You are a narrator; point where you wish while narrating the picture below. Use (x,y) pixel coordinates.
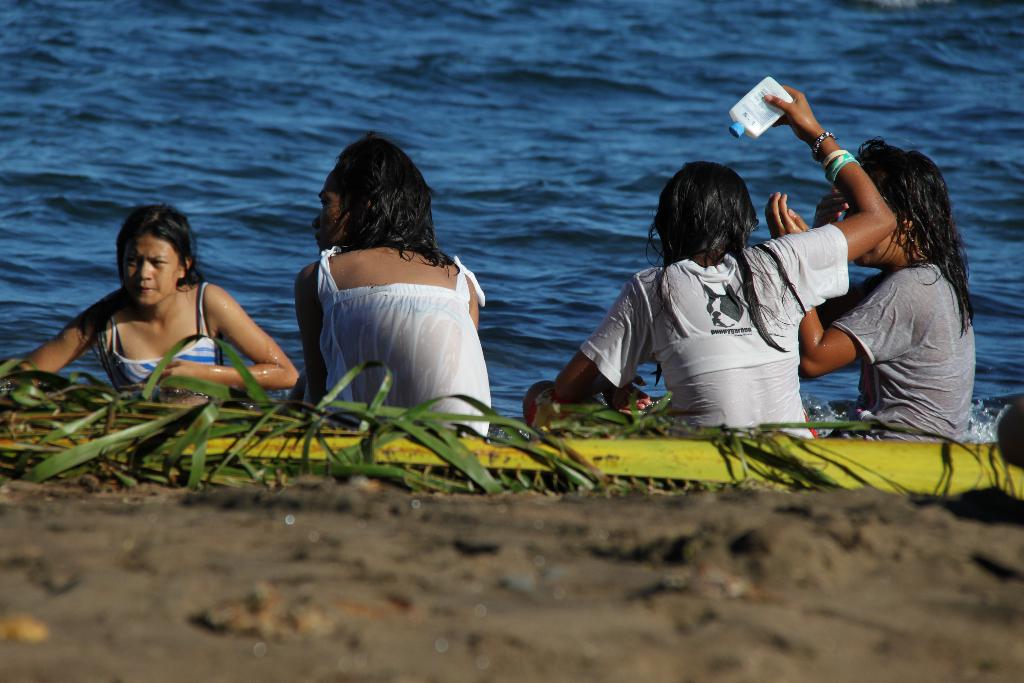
In this picture we can see 4 girls (138,214) sitting on the bank (664,610) of a river (517,288) and looking at someone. The water (510,255) is blue.
